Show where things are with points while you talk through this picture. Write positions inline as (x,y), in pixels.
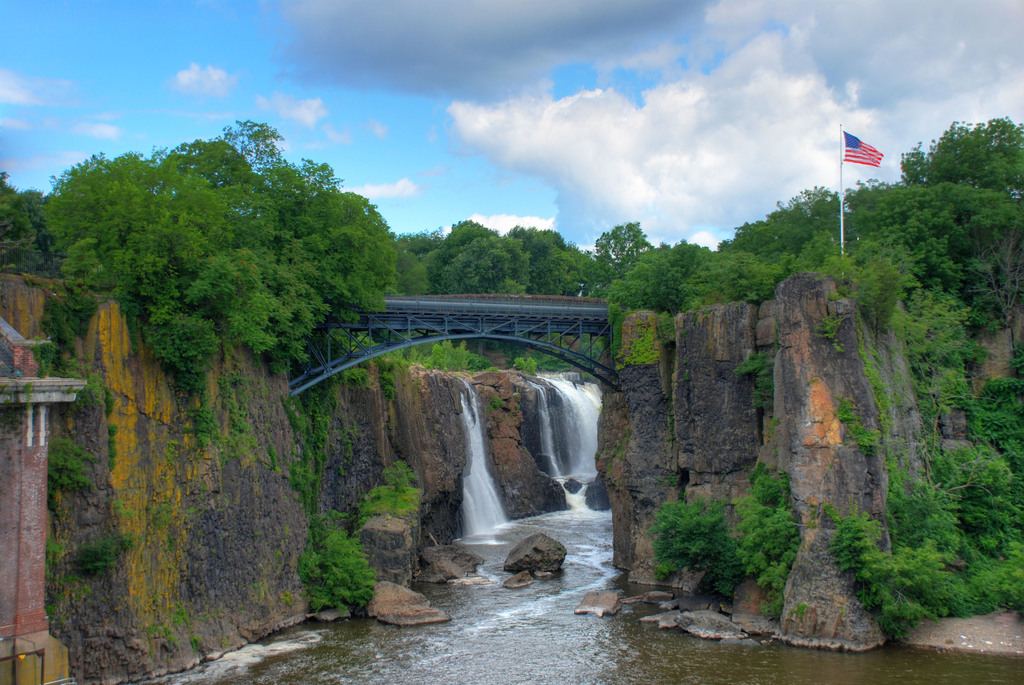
It is a beautiful scenery there are huge hills (439,472) and there is a bridge (566,354) connected by the two hills (621,377) and on the second hill (809,301) there is an American flag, on the first hill (488,433) there is a waterfall (572,455) and both the hills (274,442) are covered with a lot of trees (890,280).
